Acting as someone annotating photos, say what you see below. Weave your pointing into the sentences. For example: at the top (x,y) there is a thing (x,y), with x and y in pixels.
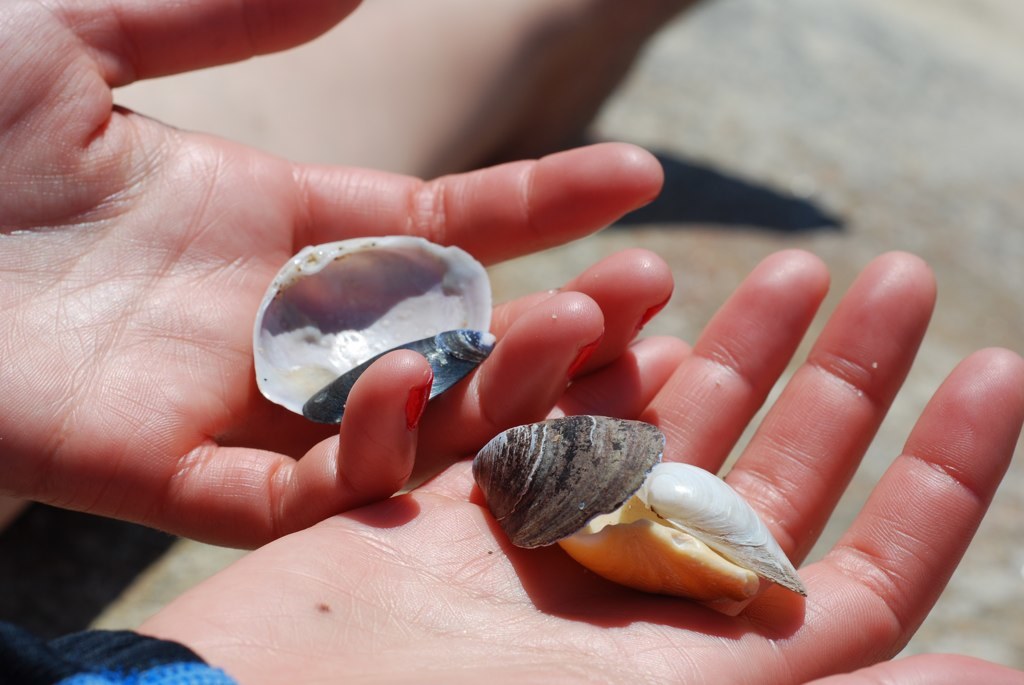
In this image we can see seashells (317,287) in the hands (531,655) of a person (747,658). There is a blur background (1001,79).
